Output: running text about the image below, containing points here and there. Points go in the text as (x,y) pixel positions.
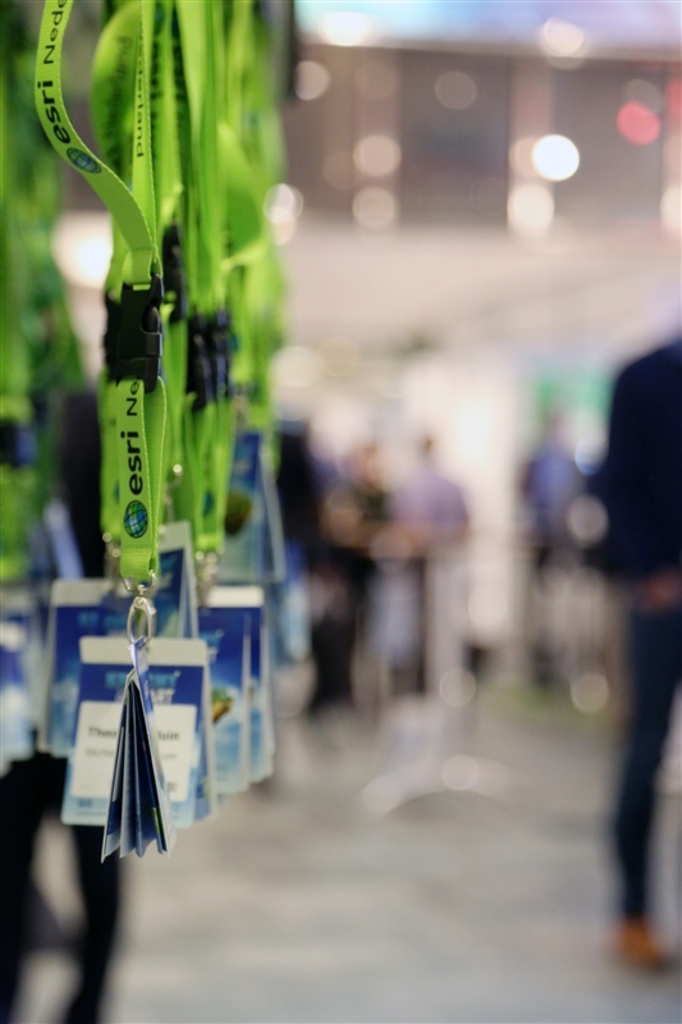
There are few tags (123,232) which are green in color and there are few persons (564,509) in the background (452,524).
